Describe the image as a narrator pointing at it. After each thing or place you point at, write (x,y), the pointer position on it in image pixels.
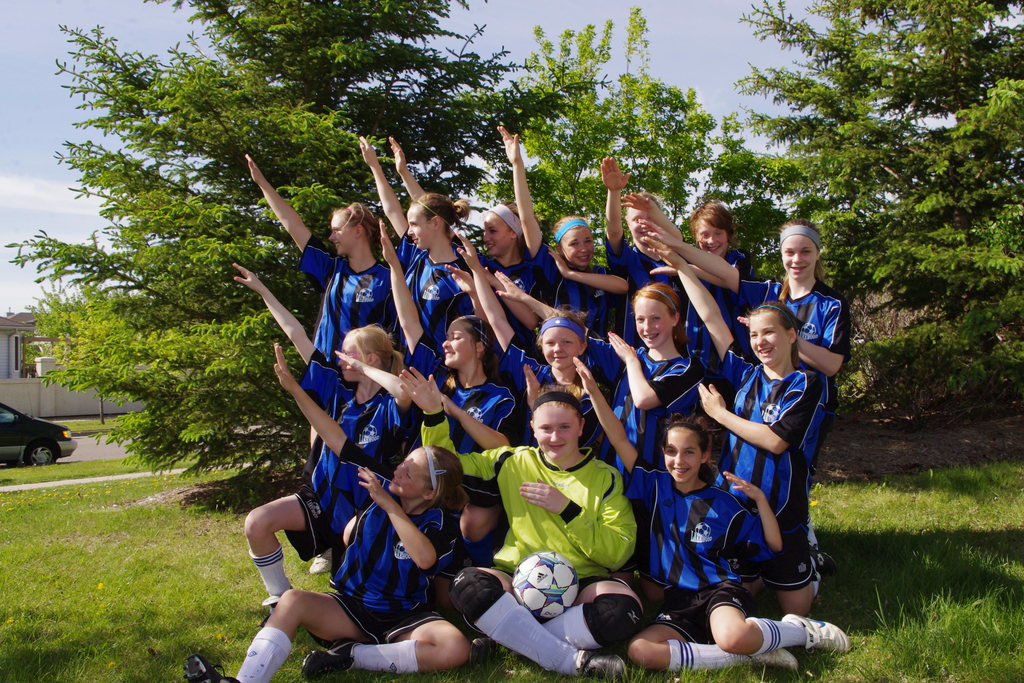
In this image we can see some people (505,356) wearing sportswear (760,480) and posing for a photo and we can see a ball (569,595) on the person's lap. We can see the grass (62,561) on the ground (151,556) and there are some trees (290,195) in the background (846,161) and we can see a car (19,425) on the left side of the image (38,431) and there is a building (19,318) and at the top (694,22) we can see the sky (681,18).
